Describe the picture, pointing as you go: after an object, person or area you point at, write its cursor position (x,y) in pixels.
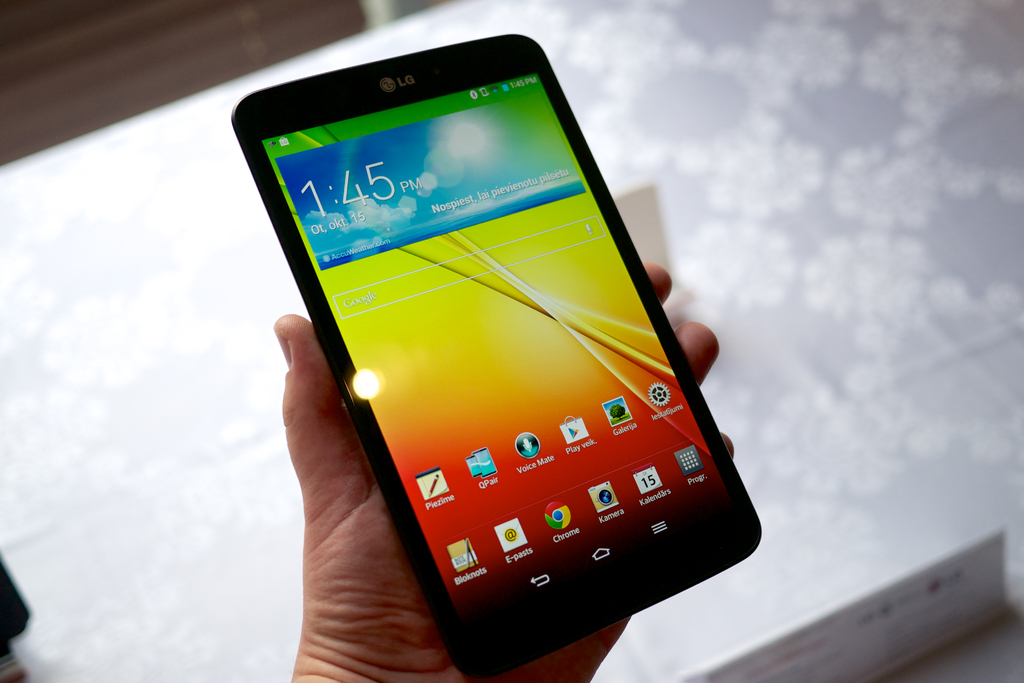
In this picture I can see at the bottom (382,564) it looks like a human hand (345,462) is holding a tab (511,427).
